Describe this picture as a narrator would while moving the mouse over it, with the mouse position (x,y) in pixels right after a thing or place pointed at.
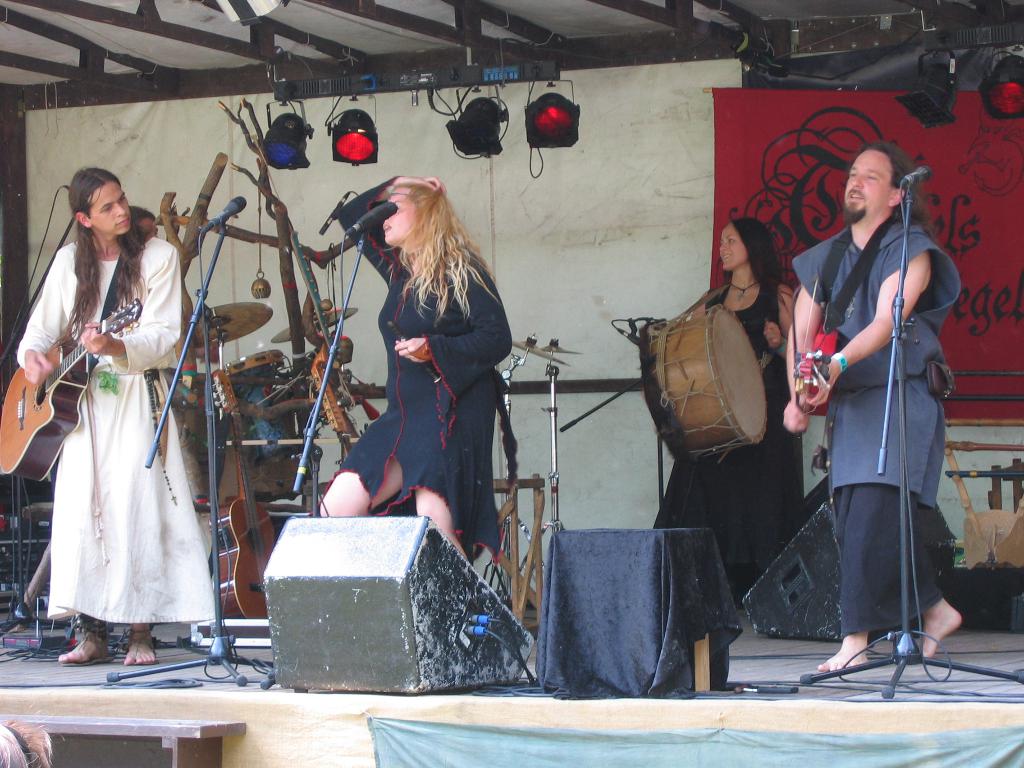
There is a music band (479,442) on the stage (606,380). Two of them are women (457,303) and one guy (839,366) is standing on the right side (871,396) and playing a guitar (820,351). All of them are having microphones (914,171) in front of them. There are some lights (348,126) in the background (292,119).
